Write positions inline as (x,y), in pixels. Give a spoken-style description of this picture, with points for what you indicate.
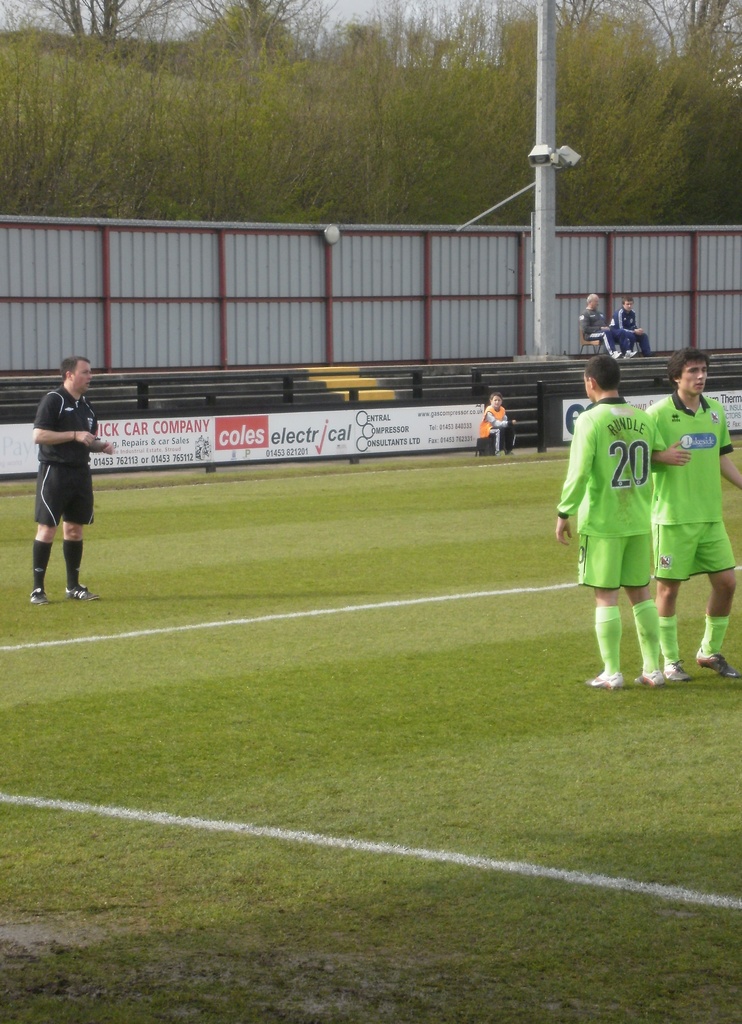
In this picture I can see there are two people (645,578) standing here on the grass (344,719) and they are wearing green jerseys (609,501) and trousers (610,559) and there is a person (51,440) standing on to left (71,531) and he is wearing a black shirt (47,452) and a trouser (57,512) and there are trees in the backdrop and there are two people (606,348) sitting on the chairs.
